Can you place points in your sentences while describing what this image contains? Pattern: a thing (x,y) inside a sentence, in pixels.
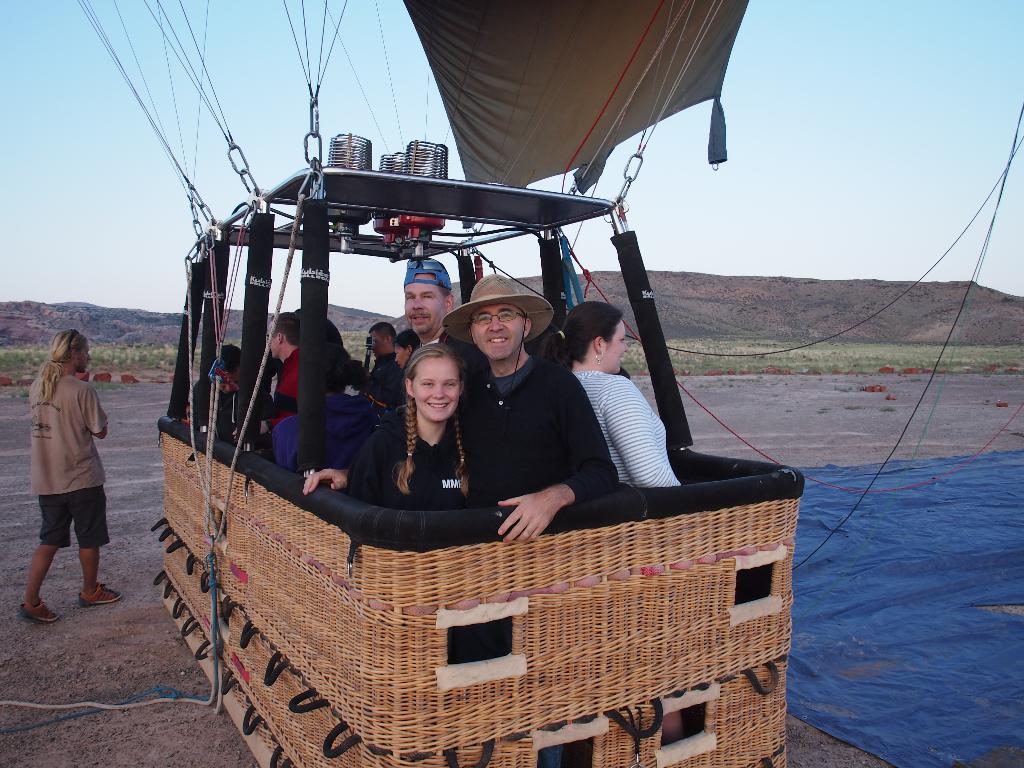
There are people (345,456) in a air balloon ride (180,353) and this man (50,553) walking and we can see hooks (629,156) with ropes (233,473). In the background (791,342) we can see grass (775,347), hills (820,314) and sky (863,98).
